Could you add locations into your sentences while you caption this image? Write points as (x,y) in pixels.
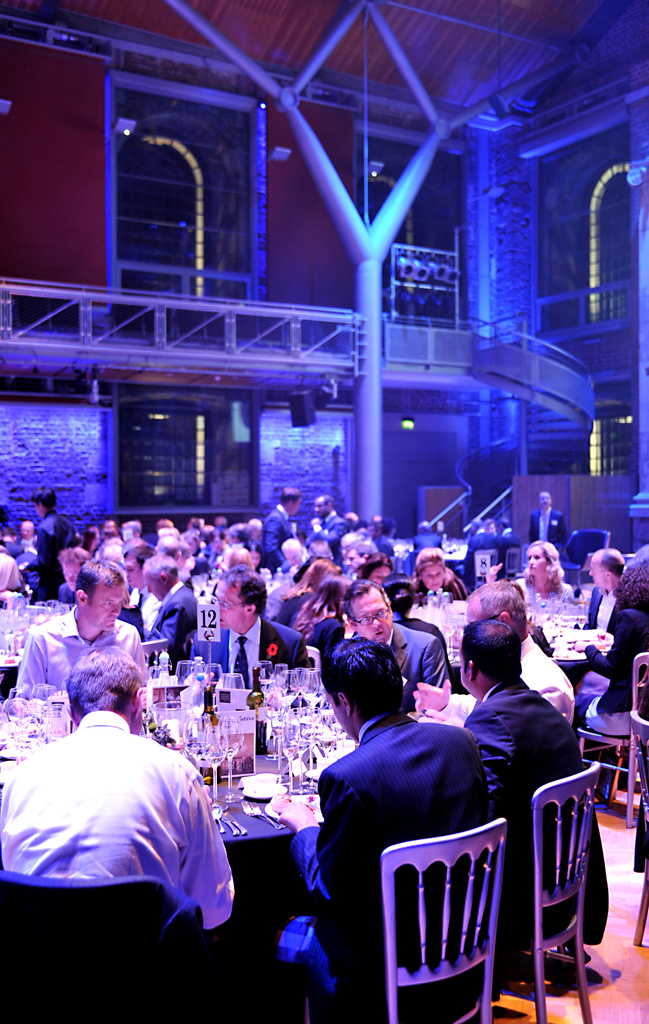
In this picture there are people (353,701) sitting in a round table (244,868) and with food items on top of it which include glasses (230,757), in the background (499,501) there are stairs (566,427) to the above floor (214,340) and glass doors (215,211).
